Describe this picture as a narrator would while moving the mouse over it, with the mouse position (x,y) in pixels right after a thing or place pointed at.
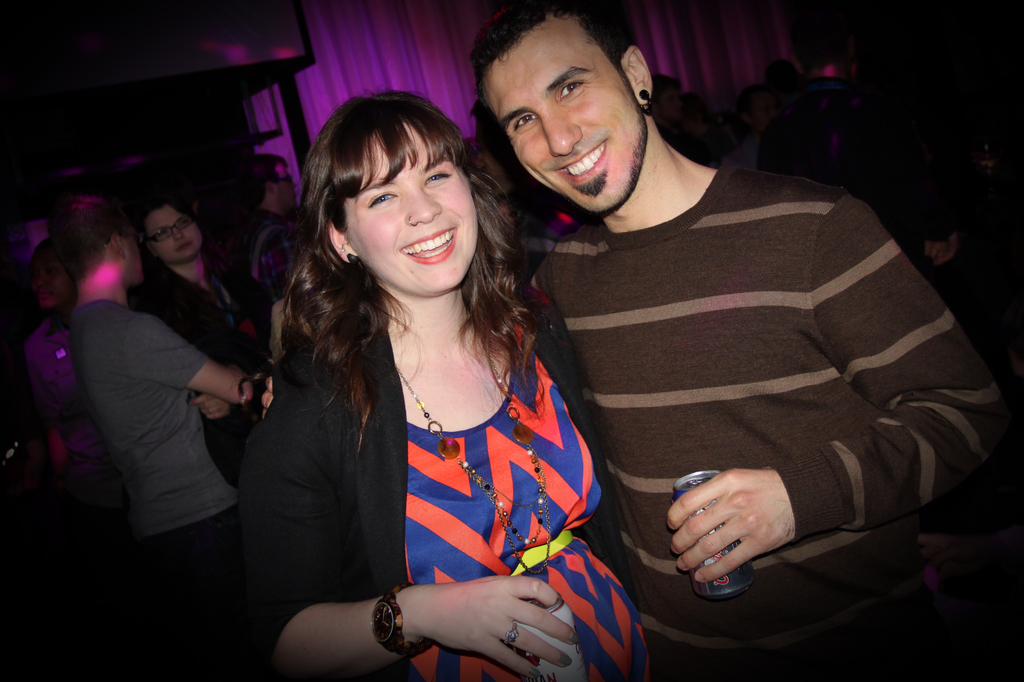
In this image there are two persons (589,267) standing and smiling by holding the tins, and in the background (199,480) there are group of people (133,352).
